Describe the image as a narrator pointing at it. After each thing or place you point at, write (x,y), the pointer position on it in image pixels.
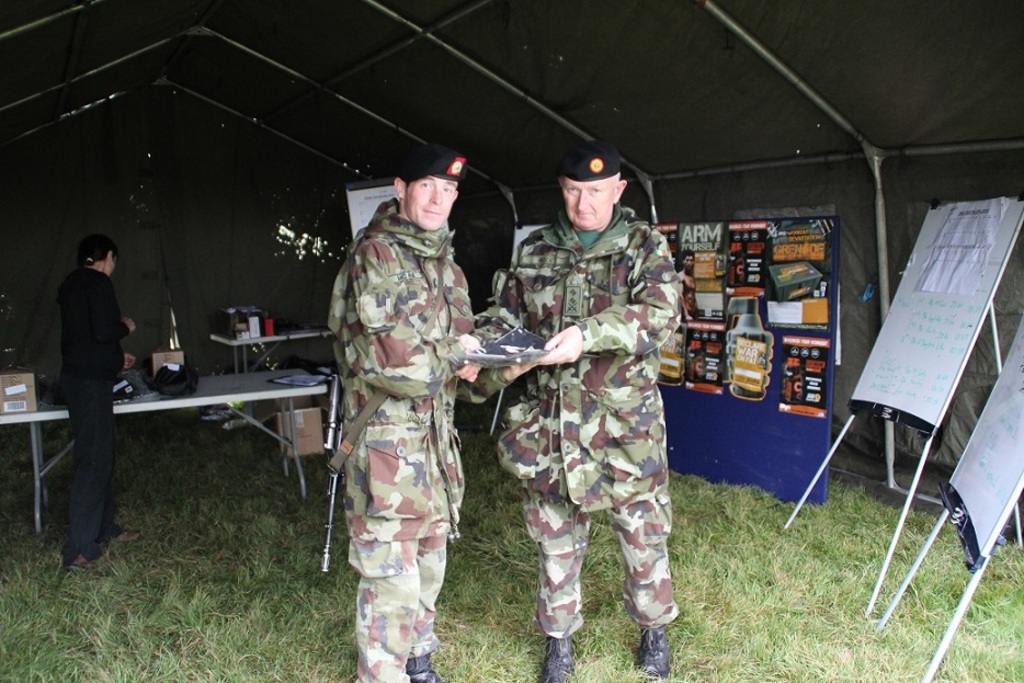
In this picture we can see two persons (361,681) are standing on the grass (761,593). These are the tables (282,437) and there are boards (889,352). And this is banner (829,328).
